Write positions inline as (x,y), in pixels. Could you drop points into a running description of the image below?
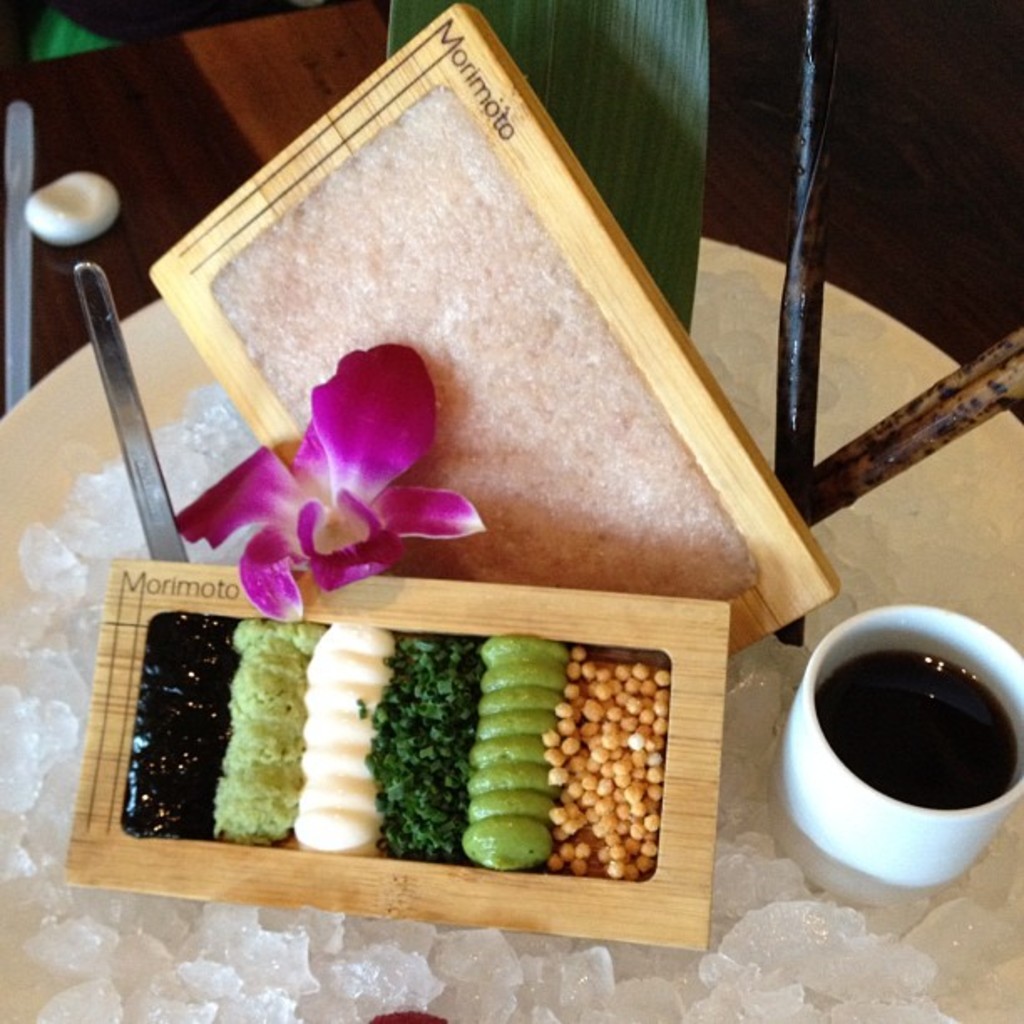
This picture shows food (324,768) in the box (699,768) and we see ice (697,1000) in the plate (76,414) and sauce (909,760) in the cup (947,808) and we see spoon (130,395) in the table (349,66) and we see a leaf (635,172) and a flower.
